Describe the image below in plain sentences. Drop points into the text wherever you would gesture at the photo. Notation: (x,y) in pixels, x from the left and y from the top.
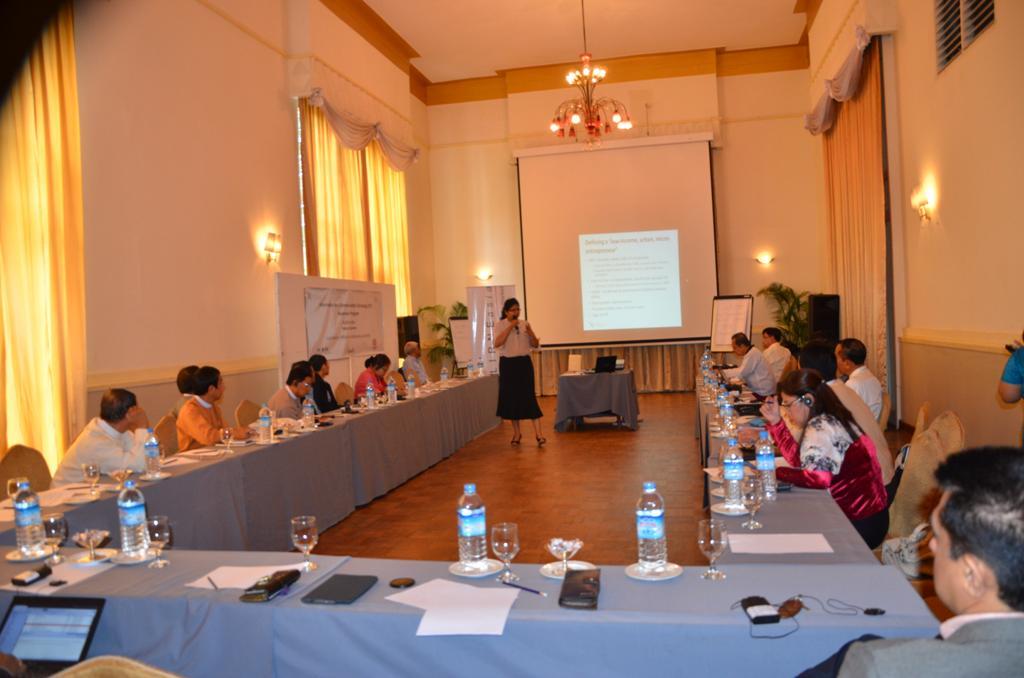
In this image I can see the group of people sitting in-front of the table (684,615). I can see one person (505,373) is standing. On the table (268,635) I can see the papers (407,593), bottles (473,553), glasses (505,542), black color objects (247,593) and the wires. I can see one person (19,662) holding the laptop (29,649). In the background (304,314) I can see many boards (344,297), plants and the screen (618,202). I can see the curtains (537,360) and the lights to the wall (545,108). And there is a chandelier light (597,70) in the top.
